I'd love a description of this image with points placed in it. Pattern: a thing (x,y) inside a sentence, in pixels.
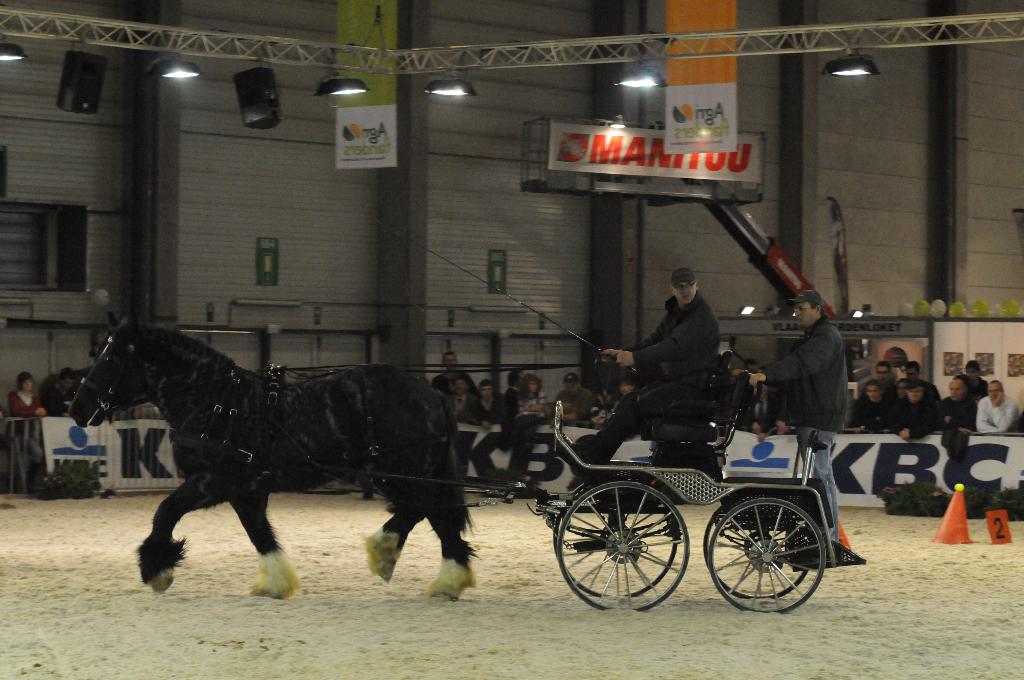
In this image I can see a horse (447,540) and a cart (772,509). Here on this cart (695,460) I can see two men (676,367) and I can see one is standing and one is sitting. I can also see one of them is holding a stick (604,353) and ropes (505,371). In background (960,512) I can see boards (763,461), few orange colour cones (841,530) and I can see number of people (971,365) are standing. On these boards (681,104) I can see something is written and here I can see few lights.
